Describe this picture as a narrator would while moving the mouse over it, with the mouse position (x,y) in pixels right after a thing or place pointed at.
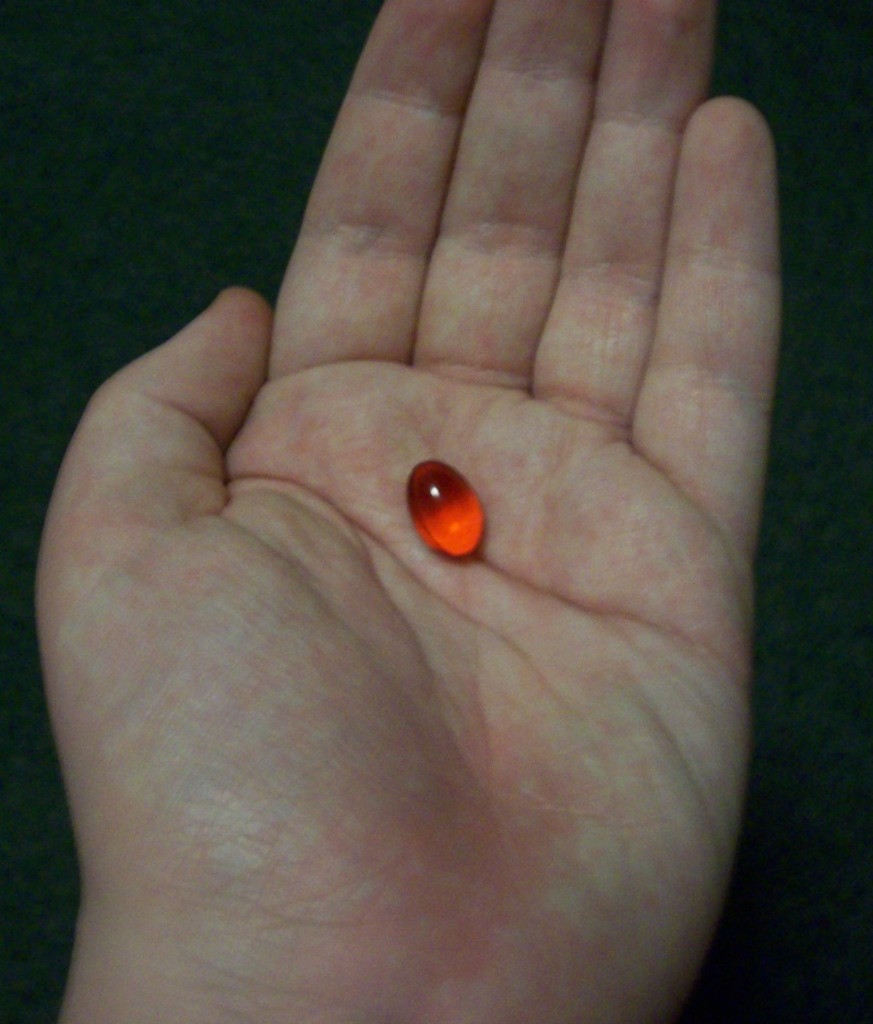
In this image I can see a small red object (438,481) on the hand (419,584) of a person (464,808). And the background (230,129) is dark.
